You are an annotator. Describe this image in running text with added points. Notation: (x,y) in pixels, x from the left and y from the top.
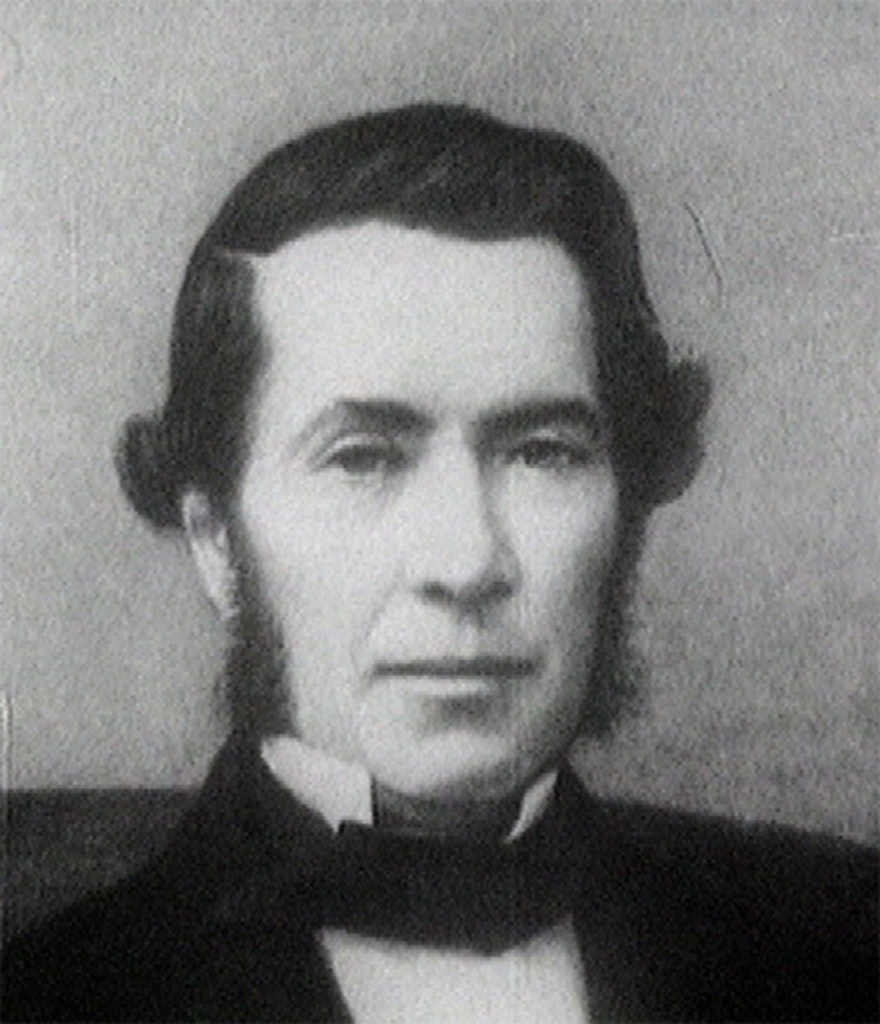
This is the picture of the drawing (361,604) of a person (414,686).
